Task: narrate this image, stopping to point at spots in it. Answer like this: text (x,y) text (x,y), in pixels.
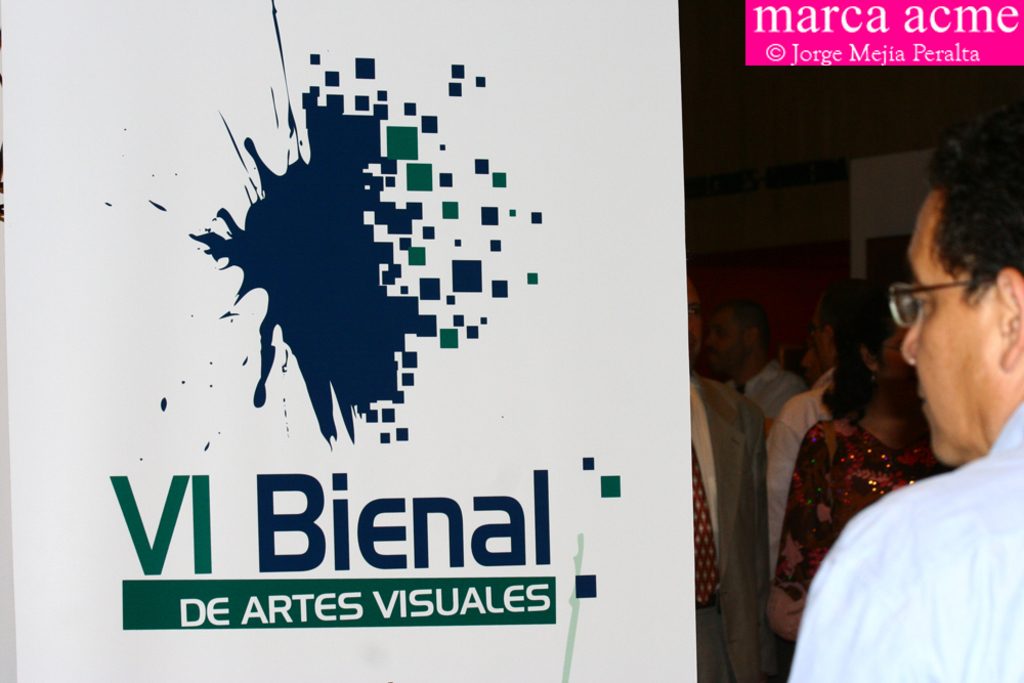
In this image I can see a person (982,605) wearing shirt (906,636) and spectacles (954,287) is standing and I can see few other persons (857,443) standing. To the left side of the person (884,625) I can see a banner (554,344) which is white, blue and green in color.
